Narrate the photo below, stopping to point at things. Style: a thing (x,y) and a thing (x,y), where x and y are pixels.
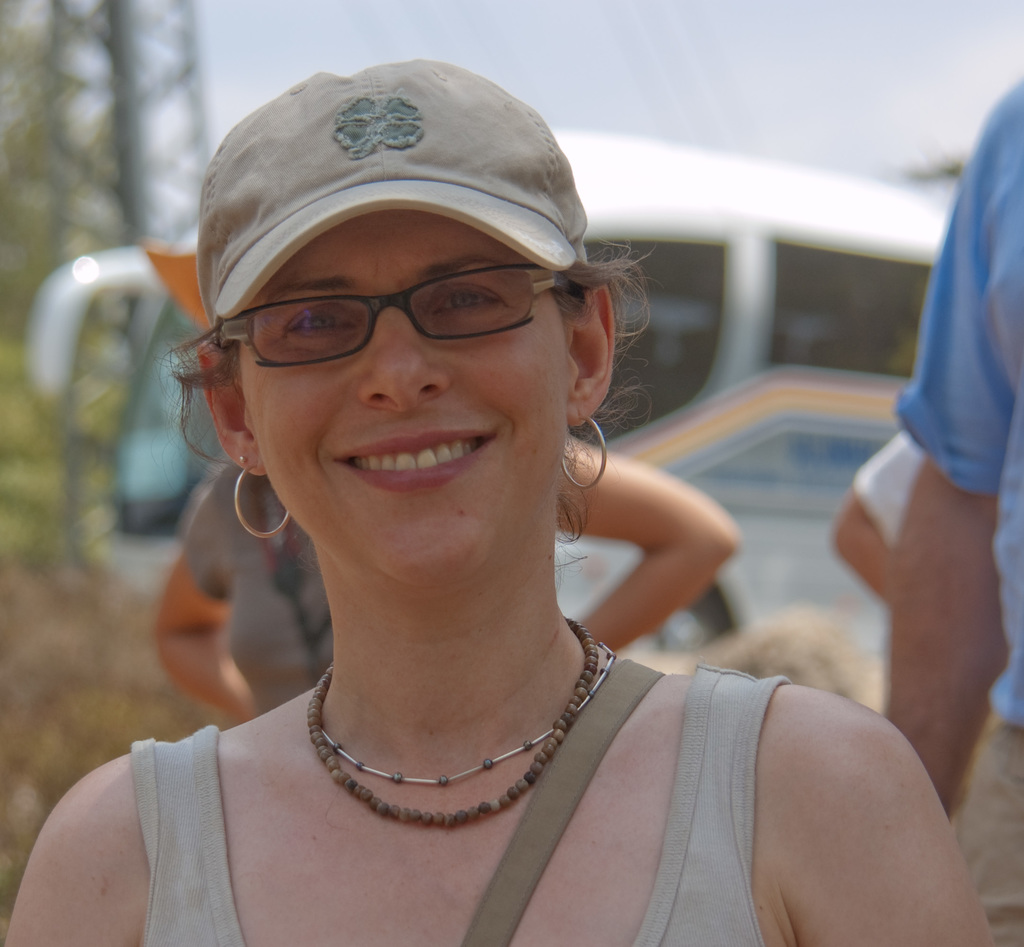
In this image, in the middle (512,568), we can see a woman (487,779) wearing a gray color hat (266,280). On the right side (921,531), we can see a hand (923,512) of a person (921,550). In the background (628,563), we can see two people (693,551), vehicle (680,473), pole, trees (26,420). At the top (673,71), we can see a sky (673,71).
